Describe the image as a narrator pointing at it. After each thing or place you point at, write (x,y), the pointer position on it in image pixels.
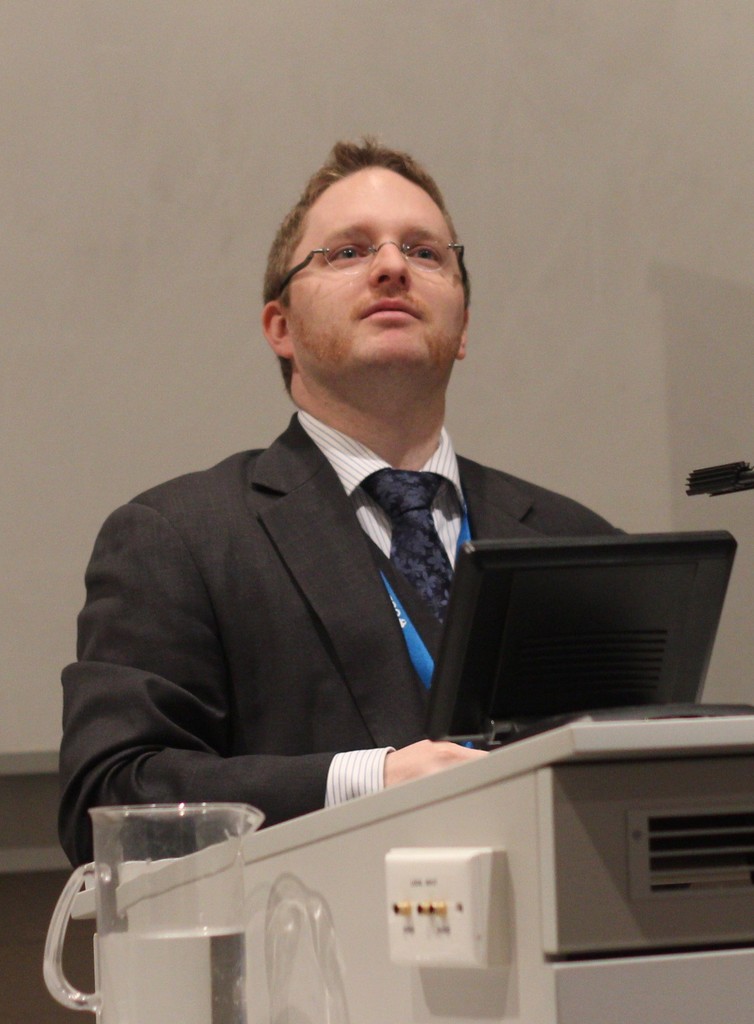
In this picture I can see a man (370,527) standing and a water jug (134,848) on the left side (85,995) and it looks like a podium (499,834) at the bottom of the picture (470,831) and looks like a tablet (589,652) on the podium (445,800) and a wall (668,234) in the background (61,128).
